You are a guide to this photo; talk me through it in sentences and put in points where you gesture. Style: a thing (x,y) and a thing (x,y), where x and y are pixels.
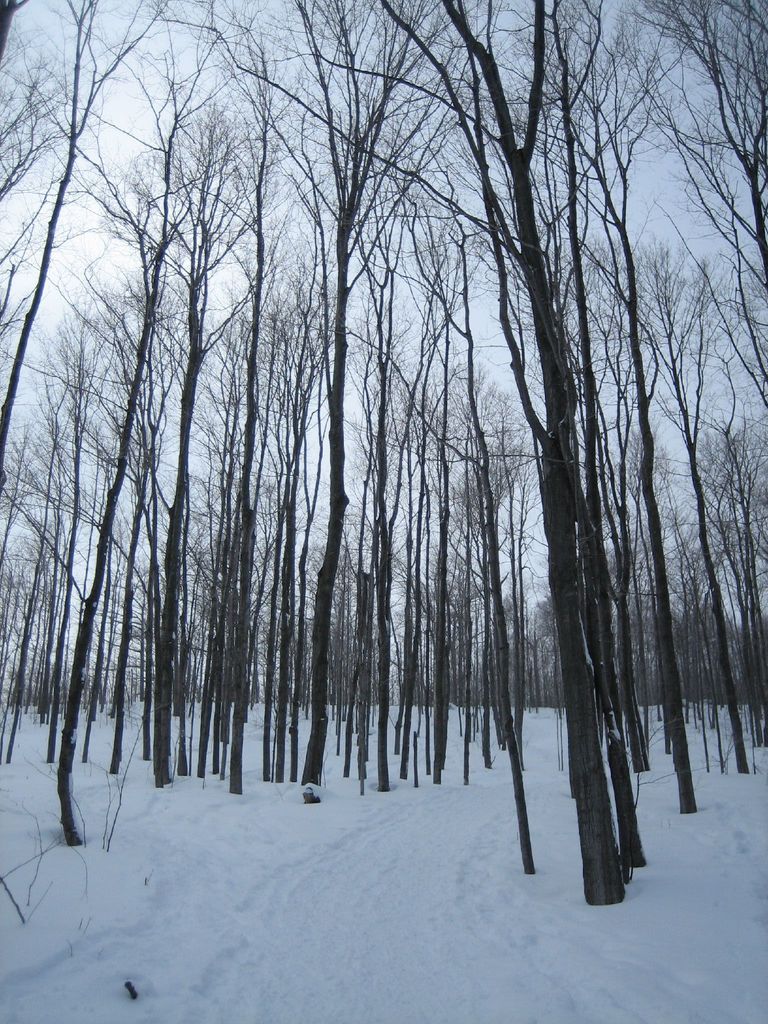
In this image there are trees (763,669). At the bottom (214,902) there is snow (383,902). In the background (81,274) there is sky (81,250).
